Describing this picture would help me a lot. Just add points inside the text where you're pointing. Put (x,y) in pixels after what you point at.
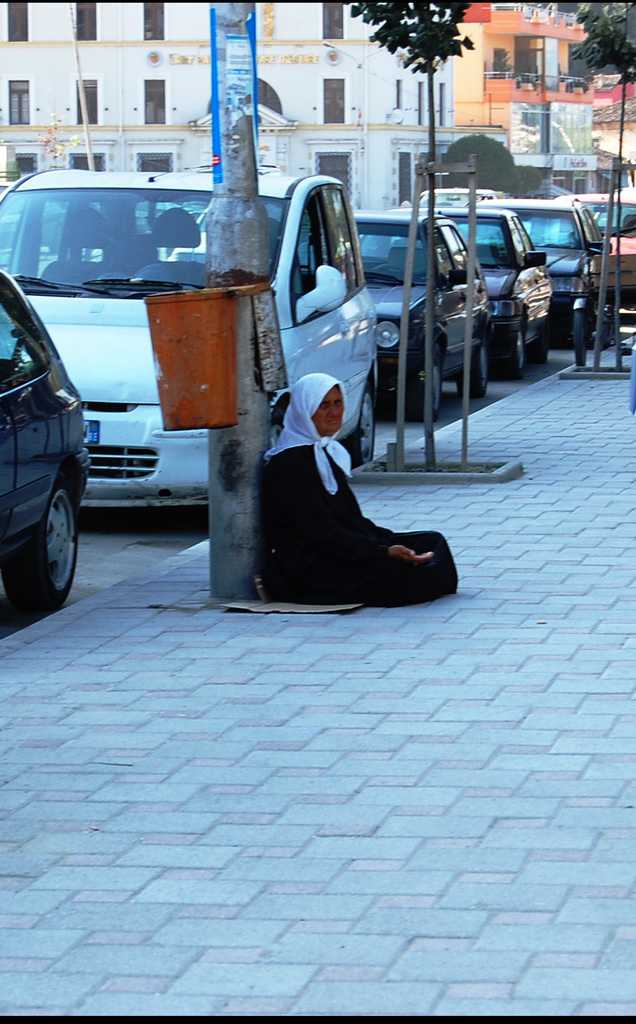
In this picture I can see a person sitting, there are vehicles (353,303) parked on the road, there are trees (584,15), and in the background (370,159) there are buildings (341,163).
